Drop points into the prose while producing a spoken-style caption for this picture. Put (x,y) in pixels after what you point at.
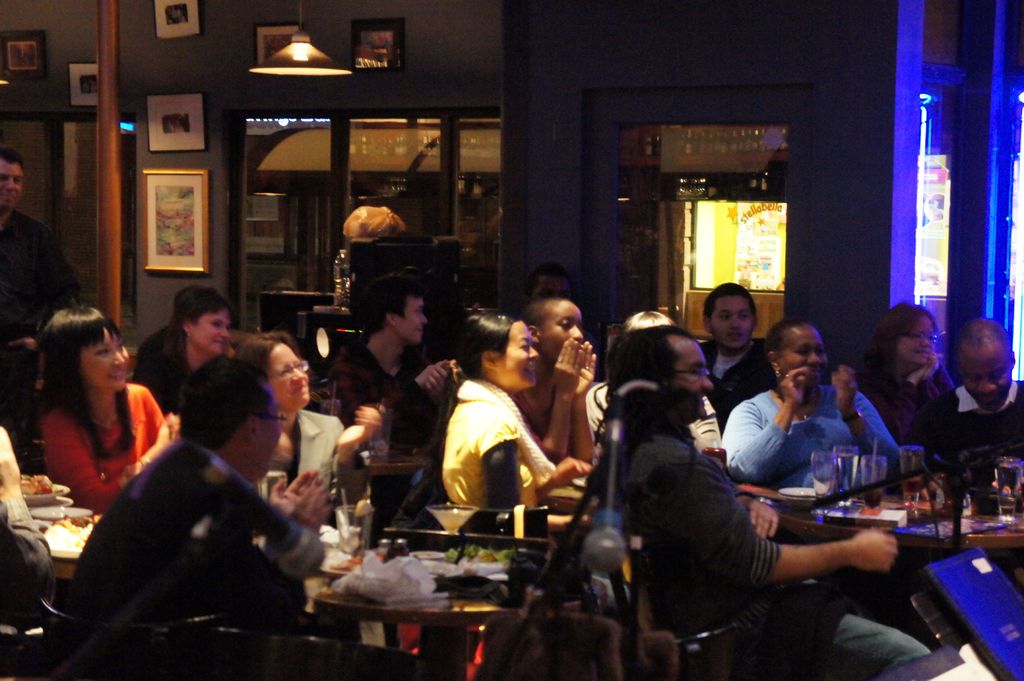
In this image we can see some persons (542,465), tables (576,489), glasses (877,454) and other objects (589,504). In the background of the image (600,127) there is a wall (390,99), frames (205,178), pole (117,169), glass windows (251,149), light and other objects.
